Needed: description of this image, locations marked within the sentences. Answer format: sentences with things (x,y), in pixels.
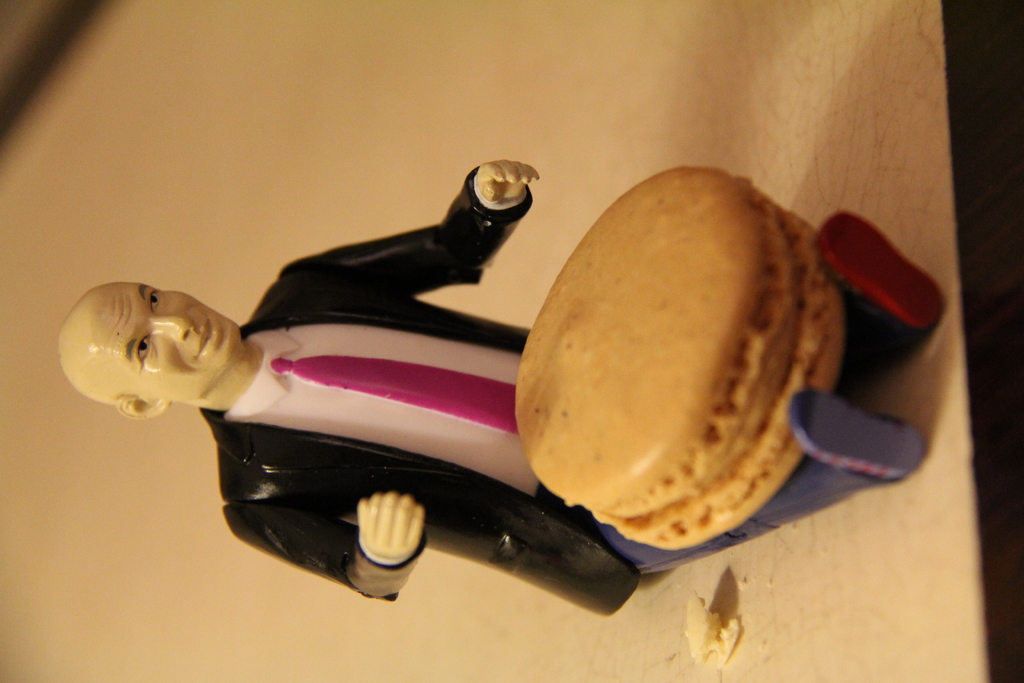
In this image we can see a toy (338,438) and a biscuit (659,424) on the white color surface (925,533).
